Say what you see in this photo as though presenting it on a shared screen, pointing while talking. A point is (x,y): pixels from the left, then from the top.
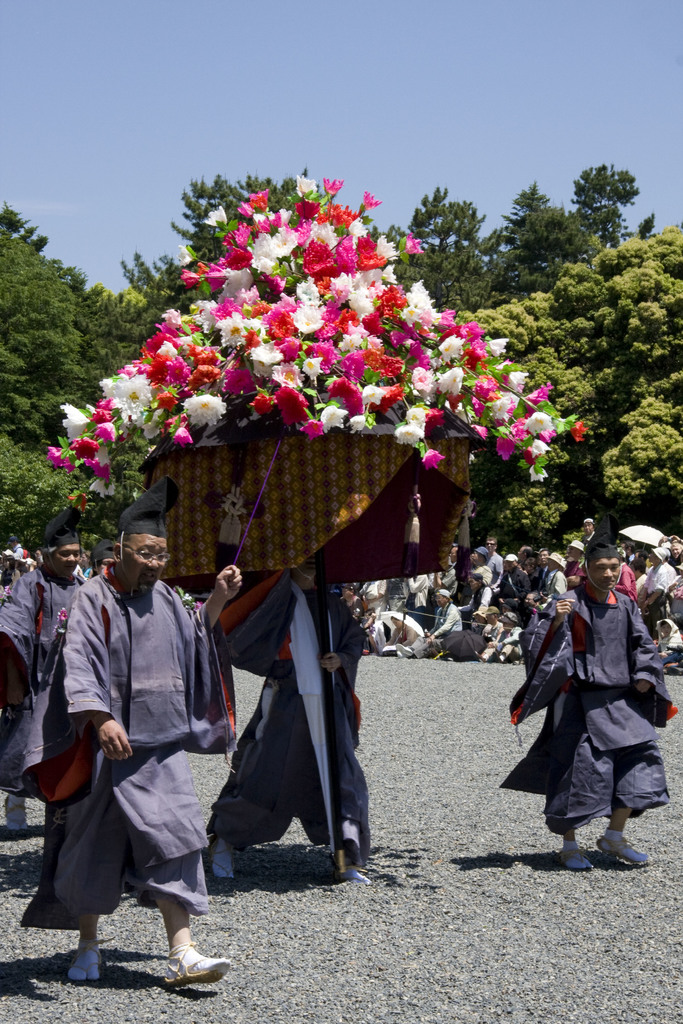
In the center of the image (309,569) we can see some people (24,824) are walking on the road (409,824) and two people (272,658) are holding an umbrella (353,526) which has flowers (208,378). In the background of the image (8,476) we can see the trees (650,313) and a group of people (453,607) are sitting. At the top of the image (368,37) we can see the sky (350,25). At the bottom of the image (399,931) we can see the road (472,737).
